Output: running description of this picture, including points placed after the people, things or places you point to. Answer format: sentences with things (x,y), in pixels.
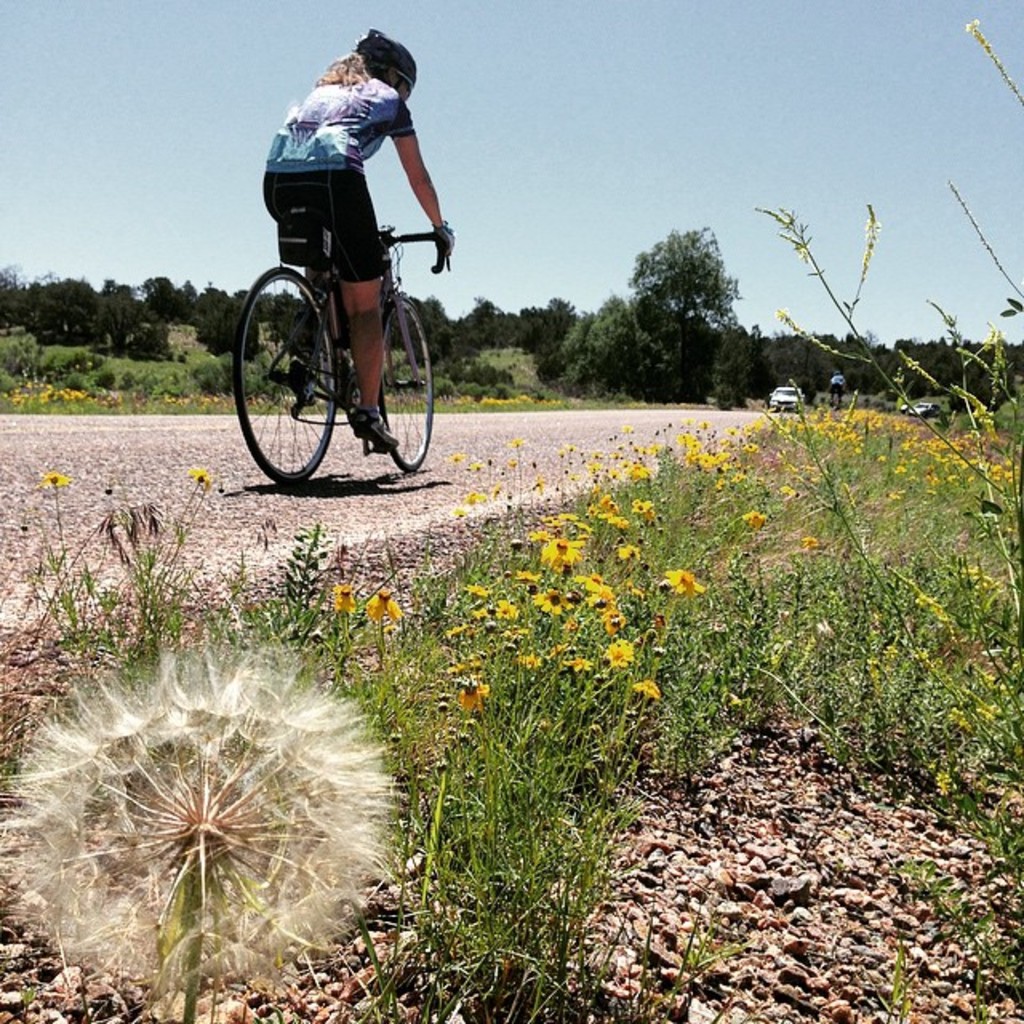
In this picture I can see the flowers (677,575) and plants (672,645) at the bottom (690,706), in the middle (370,431) a person (372,379) is riding the bicycle (426,413). On the right side (777,403) I can see the vehicles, in the background (802,381) there are trees (616,360). At the top (563,187) I can see the sky (513,178).
